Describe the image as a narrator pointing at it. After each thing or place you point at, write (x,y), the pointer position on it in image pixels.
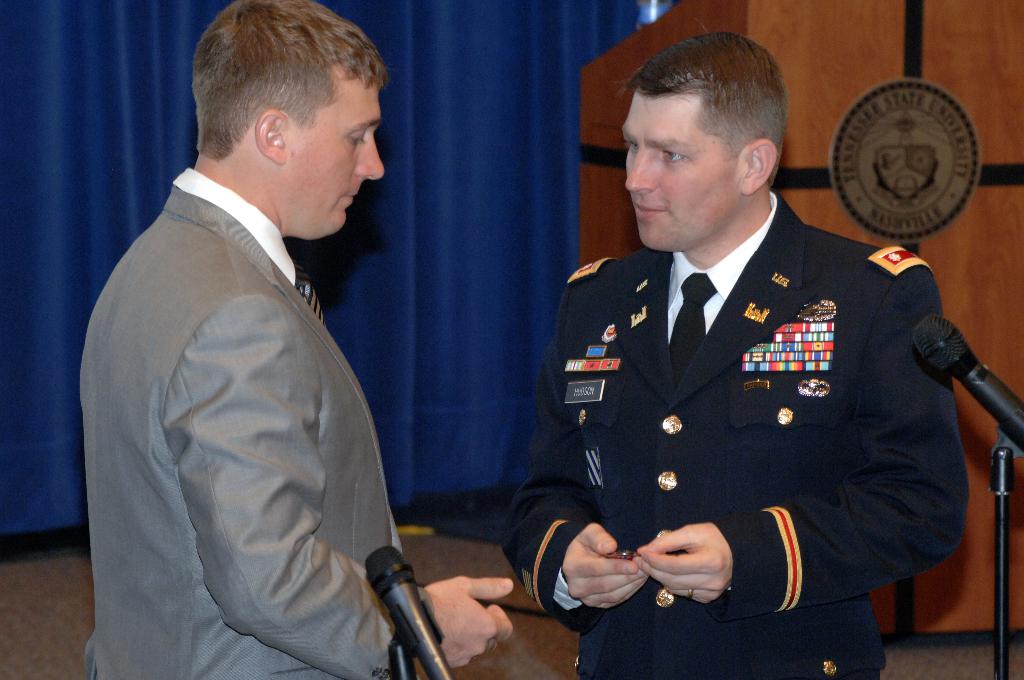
In this image i can see two people (312,178) standing, there are microphones (962,360), i can see the curtains (391,20) in the background (417,16), near that i can see wooden object (862,38) and some written text (855,170) on it.
